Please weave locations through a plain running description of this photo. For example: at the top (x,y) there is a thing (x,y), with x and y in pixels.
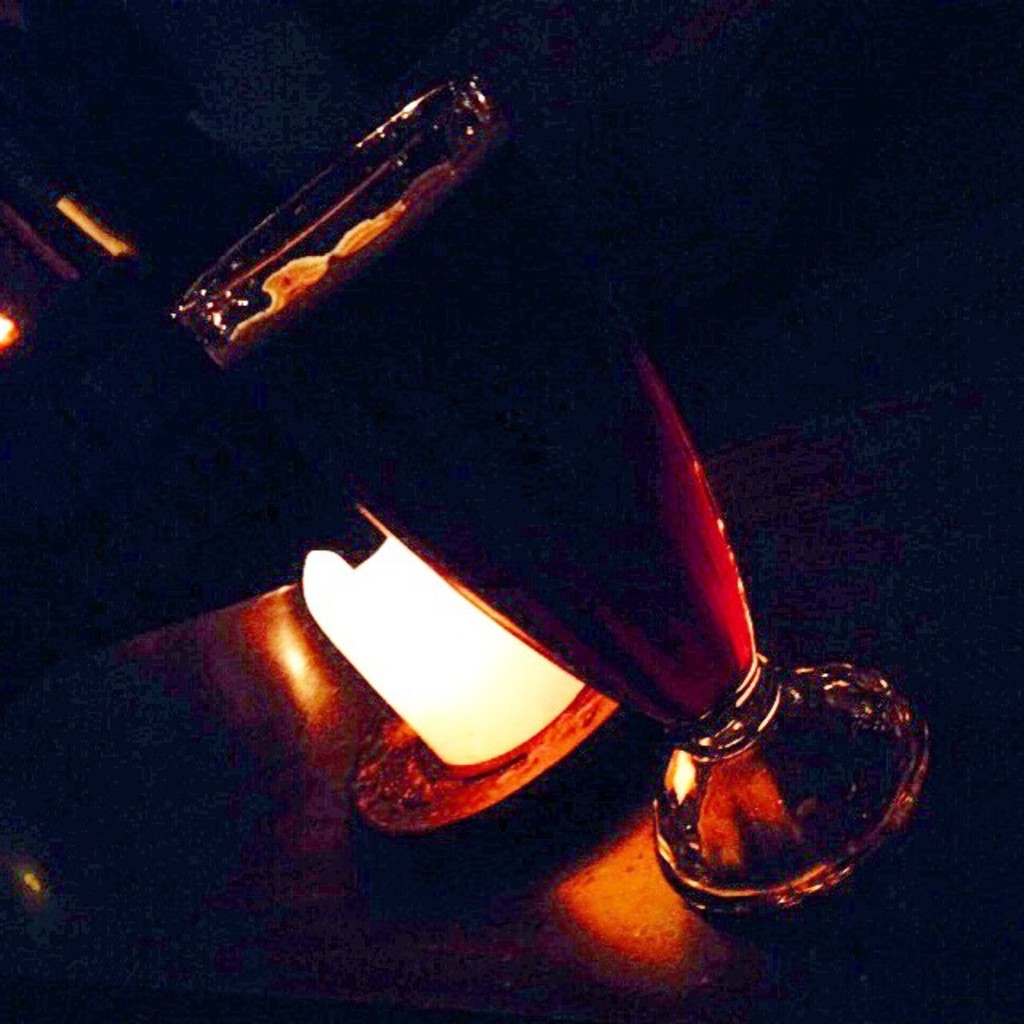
In the image there is a wine glass (834,742) in front of a lamp (434,612) and a vessel (383,810) on a table (657,899), the background (620,151) is dark.
